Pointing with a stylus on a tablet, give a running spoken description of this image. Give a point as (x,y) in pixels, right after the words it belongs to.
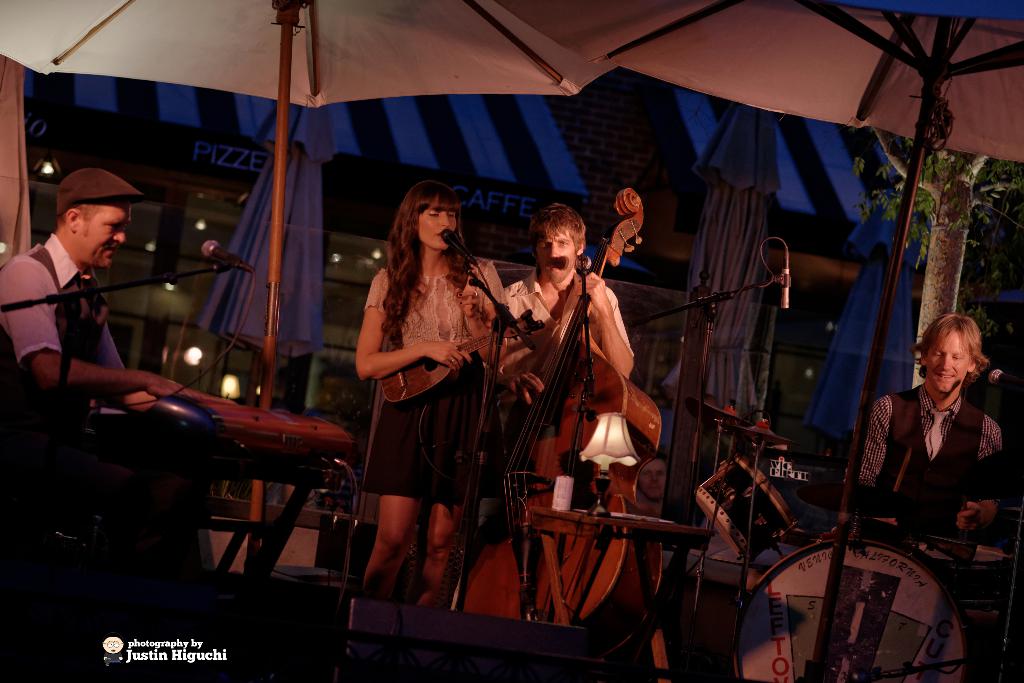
Bottom right side of the image (814,483) there are some drums (768,427). Behind the drums (776,441) a person (985,434) is sitting and smiling. In the middle of the image (368,368) two persons (441,243) standing and playing some musical instruments (581,593) and there are some microphones (783,279). Bottom left side of the image (252,463) there is a piano (187,415). Behind the piano (187,415) a man (78,285) is sitting and playing. Top of the image (963,102) there are some umbrellas (1015,0). Behind the umbrellas (961,120) there is a tree (925,160) and building (559,185).
